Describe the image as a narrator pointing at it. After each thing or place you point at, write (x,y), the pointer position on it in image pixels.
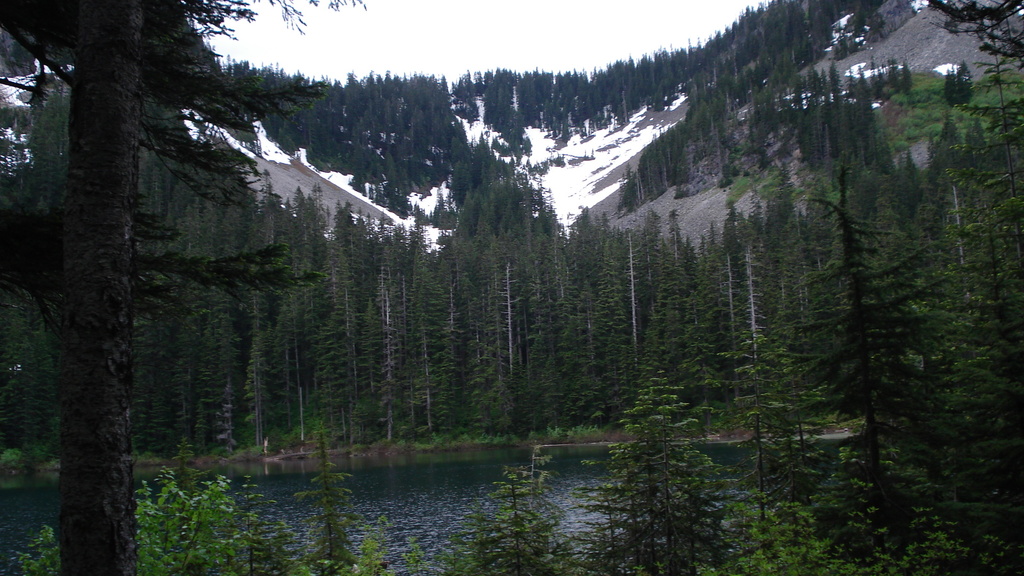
In this image we can see a large group of trees (562,345), mountains (714,201), ice (553,188) and a water body (468,455). We can also see a bark (121,445) of a tree (109,234) and the sky (551,44) which looks cloudy.
